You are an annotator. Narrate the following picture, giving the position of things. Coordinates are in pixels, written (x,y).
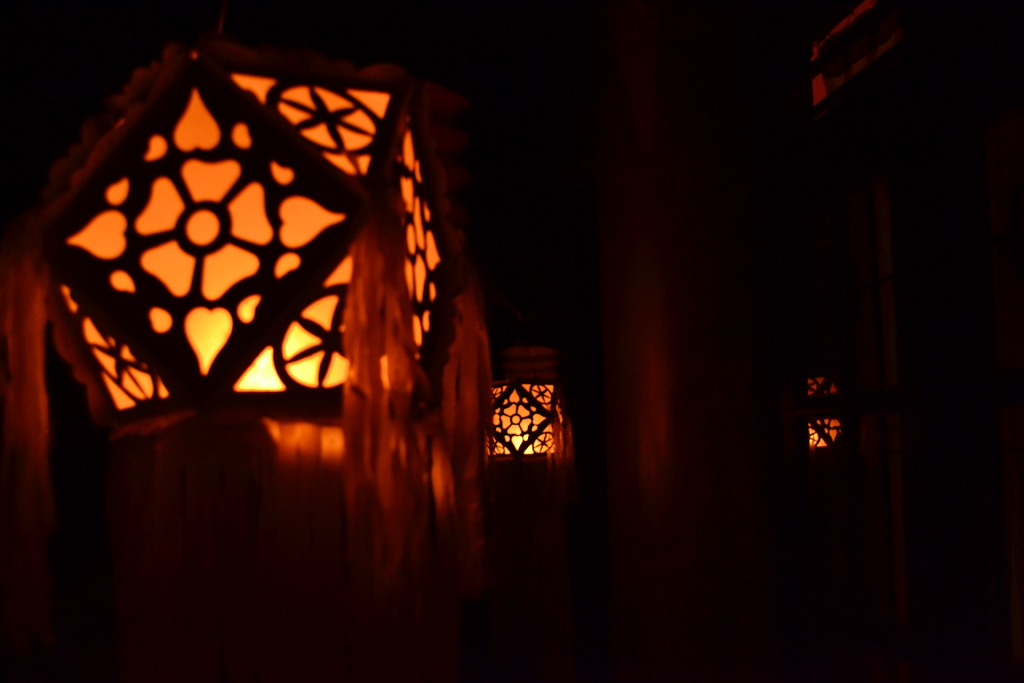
In this image I can see a dark room (485,321).
